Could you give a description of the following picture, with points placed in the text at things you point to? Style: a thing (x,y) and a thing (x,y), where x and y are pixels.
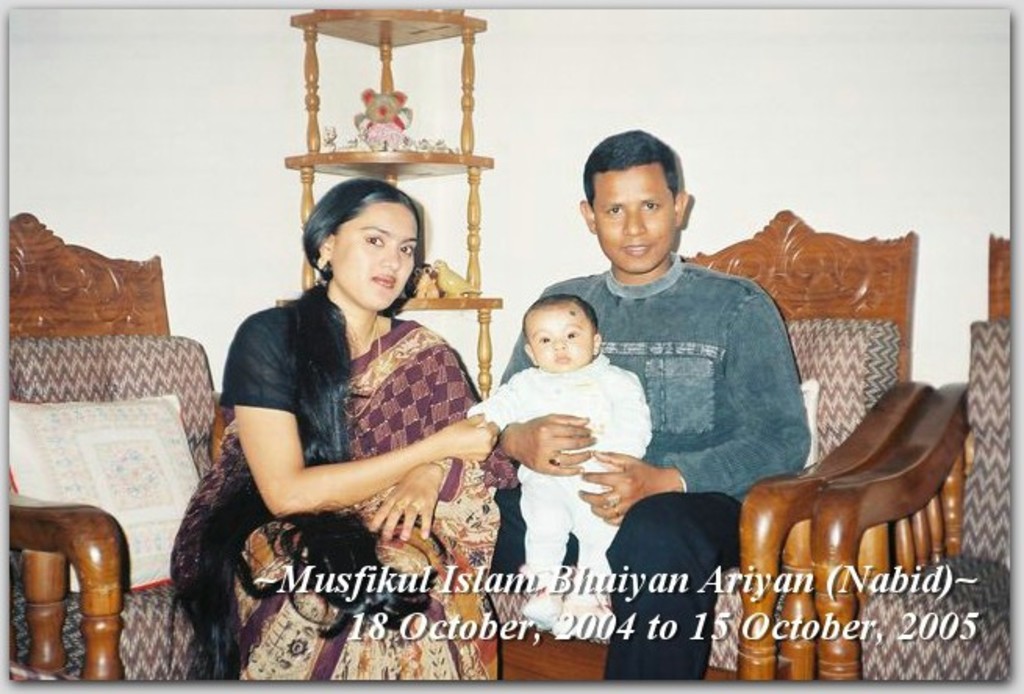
Here we can see a person (618,173) is sitting on the chair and holding a baby (558,477) in his hands (558,458), and at beside a woman (406,381) is sitting and here is the pillow (109,447), and at back (119,155) here is the wall (190,56).
